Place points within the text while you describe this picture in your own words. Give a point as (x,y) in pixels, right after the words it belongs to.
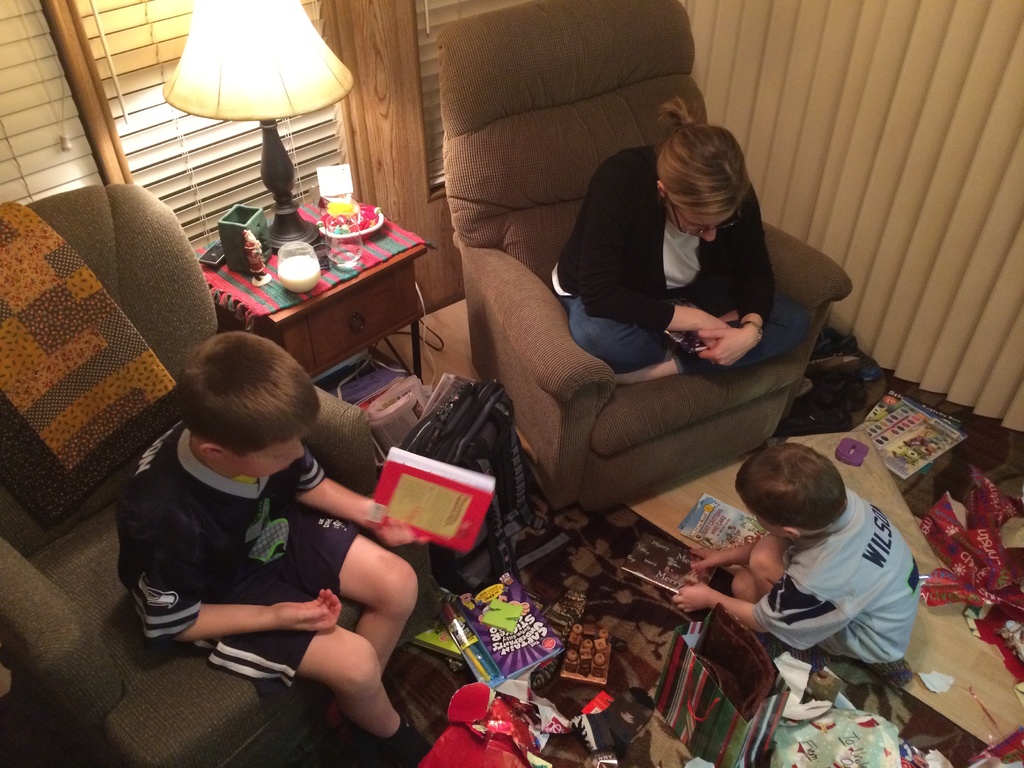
One boy (234,533) wearing a black dress (223,558) is sitting on a sofa (57,525) and holding a book (411,489). Near to him another lady (637,282) is sitting on a sofa (558,356) wearing spectacles (680,227). On the floor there is another boy (811,551). And there is a table (309,314). On the table (324,308), there is a mat (295,292), glass box (295,260) and a table lamp (270,150). Behind that there is a curtain (127,64) and a window (111,54). On the floor (544,565) there are books (527,602), bag (507,456), cover (698,673), wrappers (981,556) and many other items (843,403) are over there.
